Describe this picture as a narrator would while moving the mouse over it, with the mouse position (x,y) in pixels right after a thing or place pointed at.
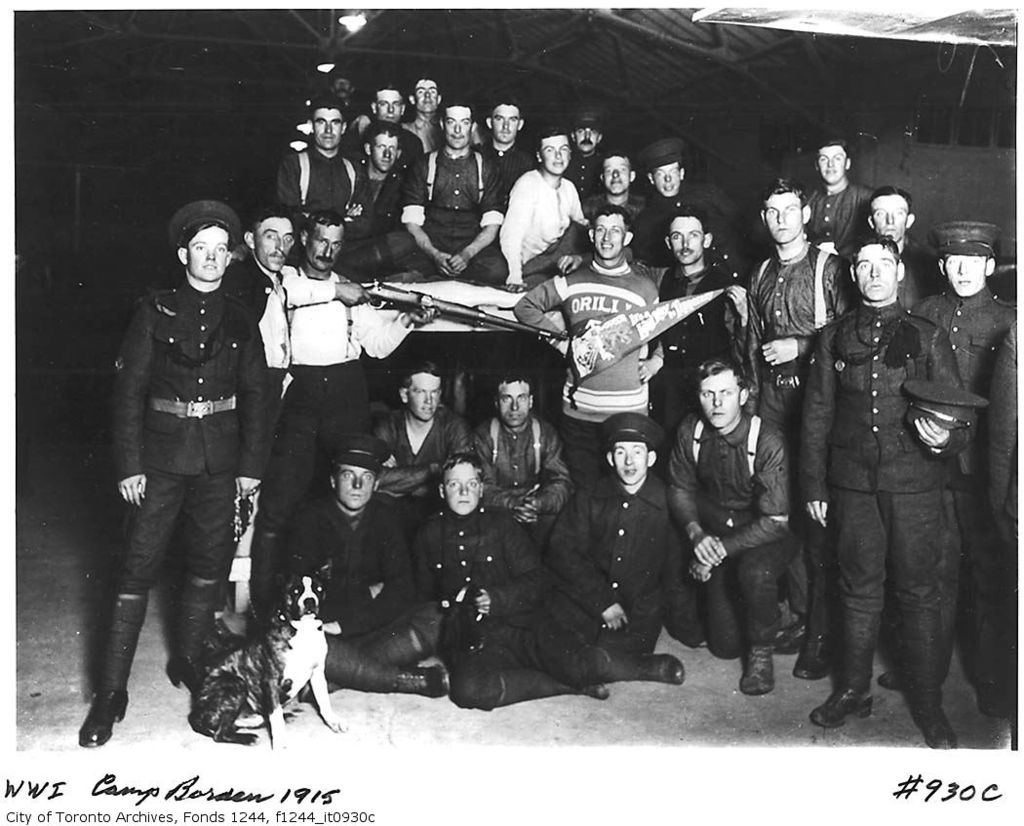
This is a black and white image. In the center of the image (471,524) there are people (184,590). There is a dog (308,585). In the background of the image (233,99) there is a shed (557,10).
